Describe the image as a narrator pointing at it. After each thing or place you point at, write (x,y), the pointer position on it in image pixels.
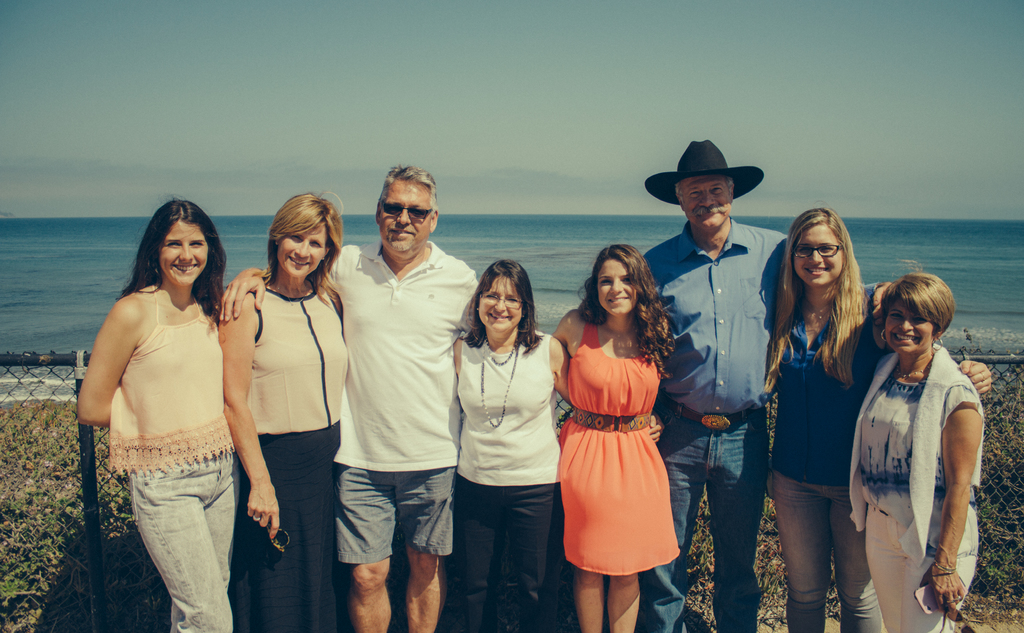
In this image we can see people (725,420) standing and smiling. In the background (553,235) there is a sea (557,247) and sky (486,37). In the center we can see a fence (998,417).
